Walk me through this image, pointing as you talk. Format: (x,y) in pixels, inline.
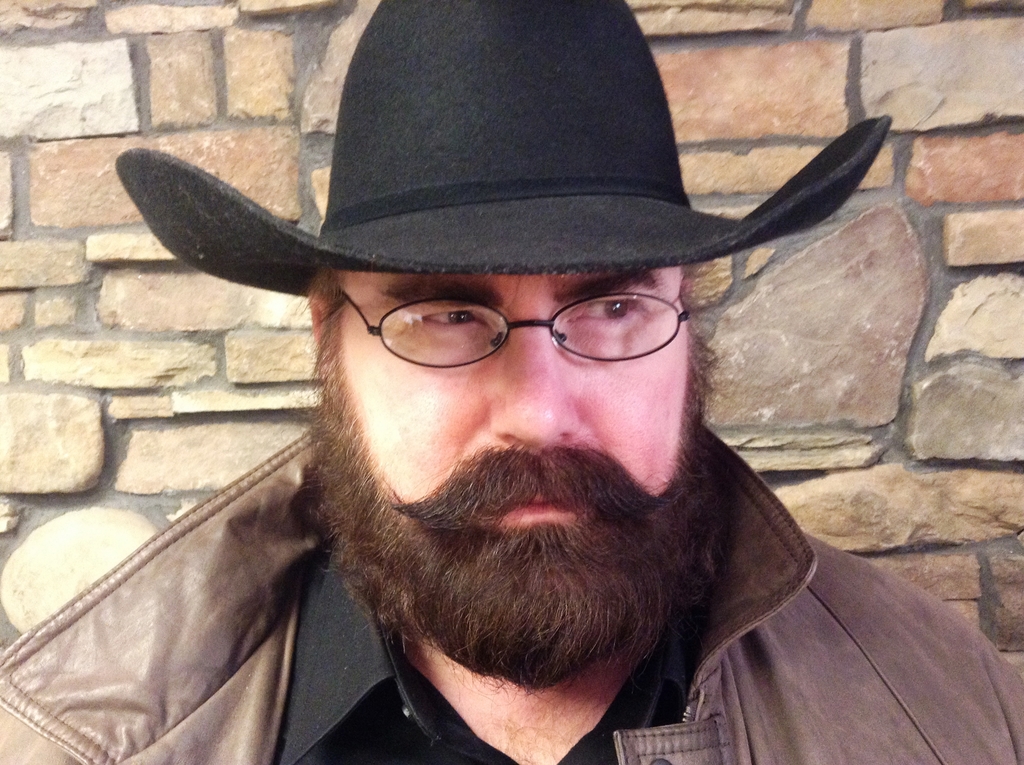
In this image I can see a person (539,539) is wearing brown and black color dress (195,663) and black cap (499,156). Back I can see a brick wall (86,361).
